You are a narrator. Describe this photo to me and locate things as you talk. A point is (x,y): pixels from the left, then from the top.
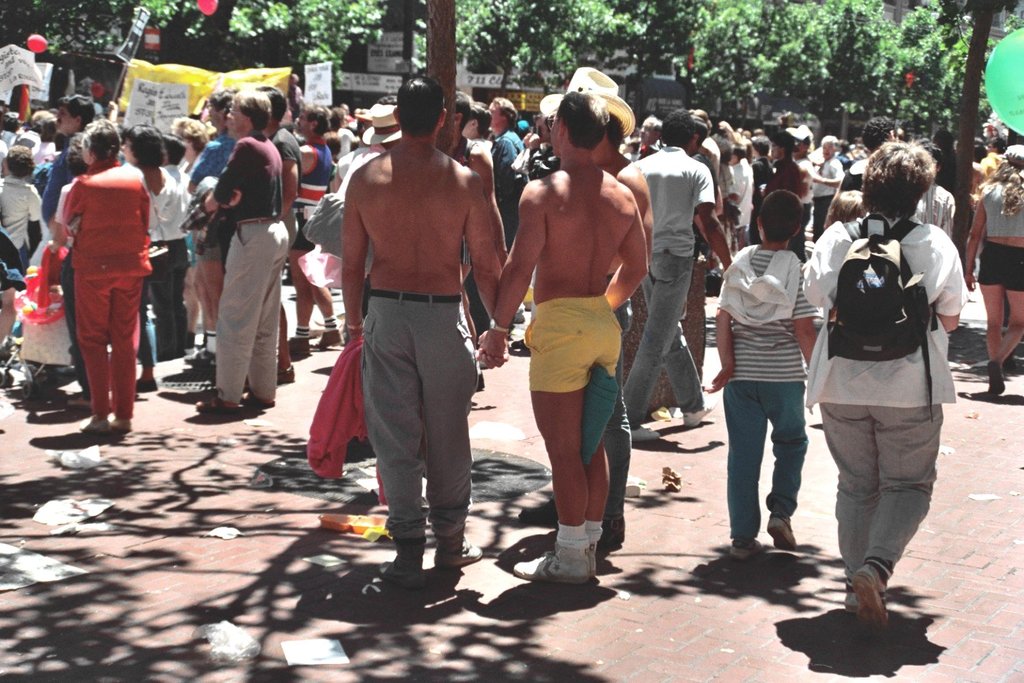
Here we can see group of people (786,335). In the background (199,26) there are posters (306,77), boards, and trees (975,100).
